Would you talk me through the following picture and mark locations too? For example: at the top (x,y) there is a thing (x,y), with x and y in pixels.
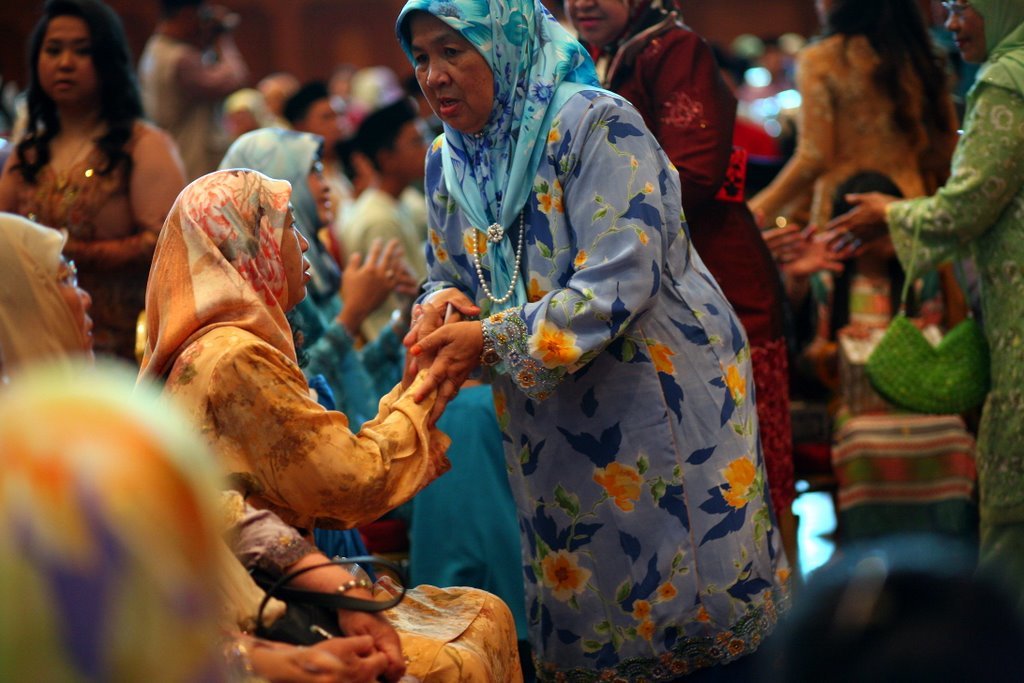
In this image I can see the group of people (603,247). And these people (539,279) are wearing the different color dresses (479,250). I can see few people (416,273) are sitting and few (464,237) are standing.
